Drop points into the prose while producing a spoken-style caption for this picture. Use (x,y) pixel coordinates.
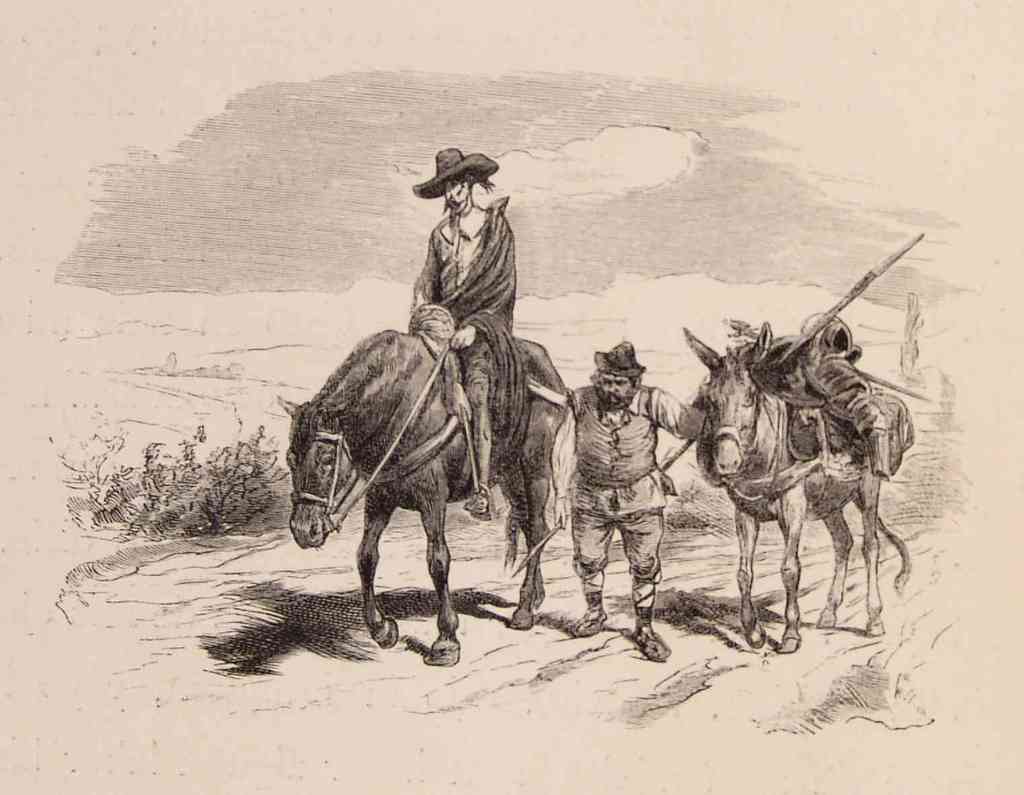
In this picture we can see an art (449,403), in the art (449,403) we can find few horses (740,410) and people (435,292).
